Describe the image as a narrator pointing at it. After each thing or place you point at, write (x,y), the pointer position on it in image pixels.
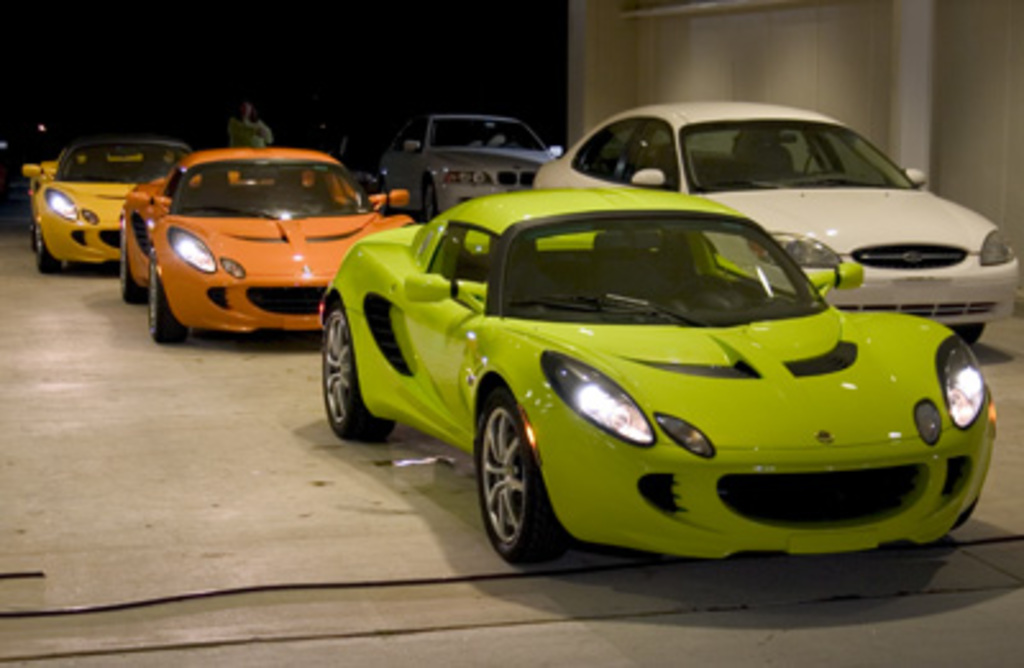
In this image in the center (490,267) there are some cars (328,224), and in the background (263,130) there is one person (246,128) standing. On the right side (950,66) there is wall (1009,172), at the bottom (199,458) there is floor (417,625). On the floor (461,626) there are some wires (169,601) and there is black background (449,57).
